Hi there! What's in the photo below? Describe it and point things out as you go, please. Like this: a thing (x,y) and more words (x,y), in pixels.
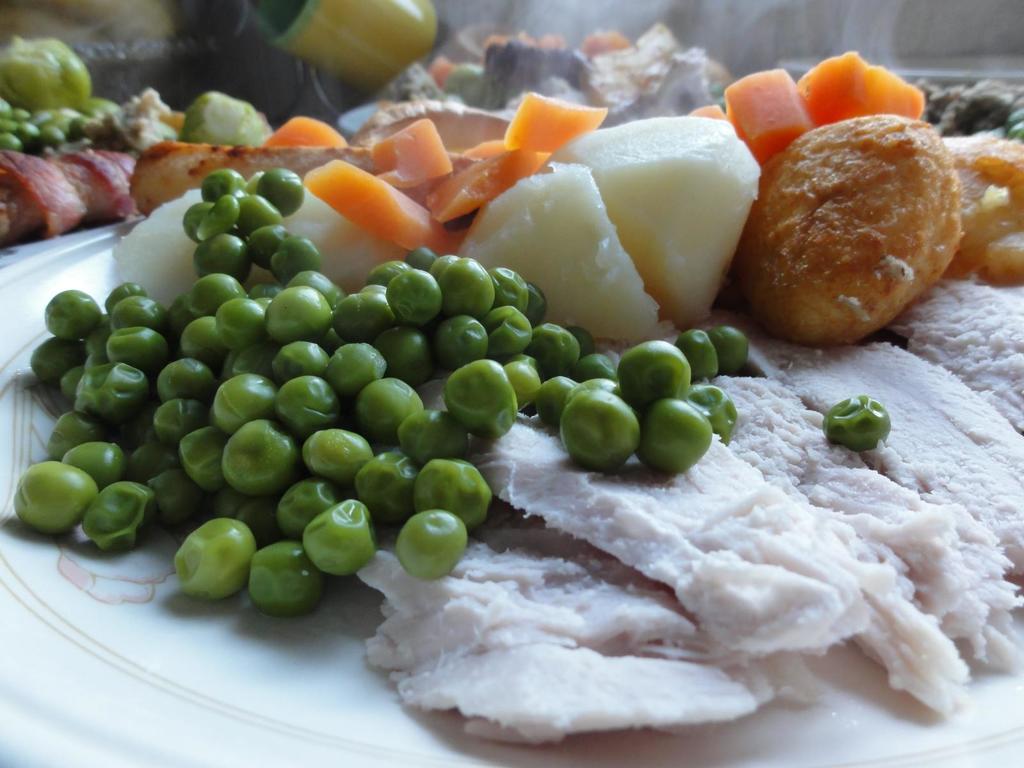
In this picture there is a plate (960,750) in the center of the image (438,352), which contains peas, carrot (798,127), and other food items (995,327) in it.
